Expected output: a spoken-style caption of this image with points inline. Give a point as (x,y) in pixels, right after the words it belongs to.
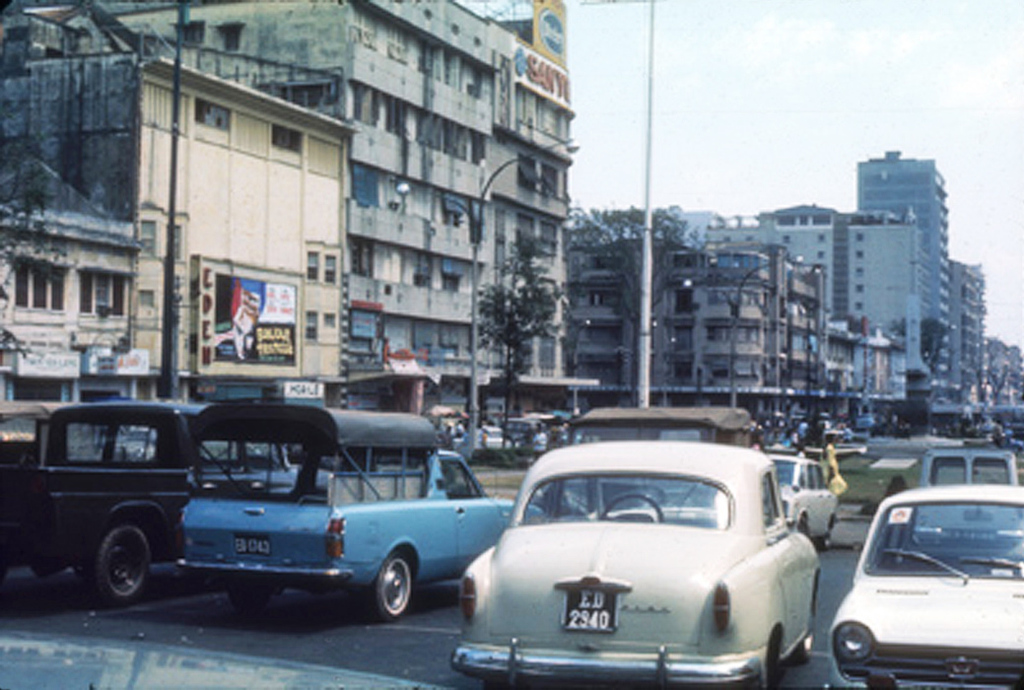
At the bottom of the image (470,520) there are many vehicles (403,509). Behind them there are poles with street lights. And also there are trees (521,271). In the background (543,373) there is a building (186,99) with walls (368,150), windows (415,341) and posters (222,289). At the top of the image (726,144) there is sky (693,81).
